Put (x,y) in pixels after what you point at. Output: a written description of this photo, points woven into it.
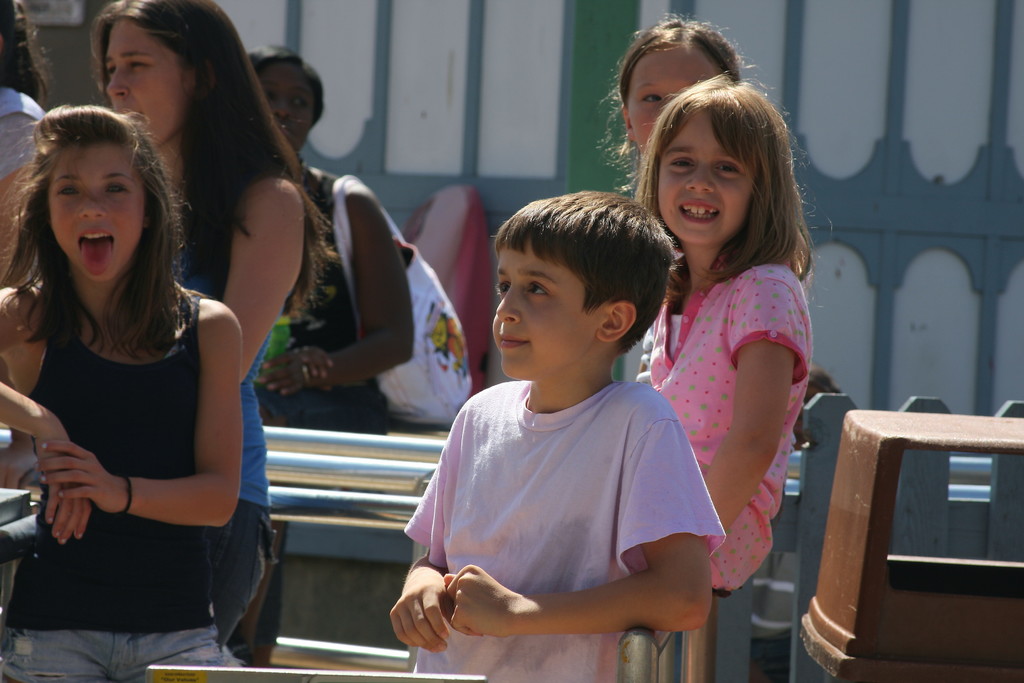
In the picture we can see two girls (121,591) and one boy (508,503) standing near the railing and behind them we can see one girl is standing and behind her we can see a person (377,263) sitting and behind the person (300,92) we can see a wall (365,103).
